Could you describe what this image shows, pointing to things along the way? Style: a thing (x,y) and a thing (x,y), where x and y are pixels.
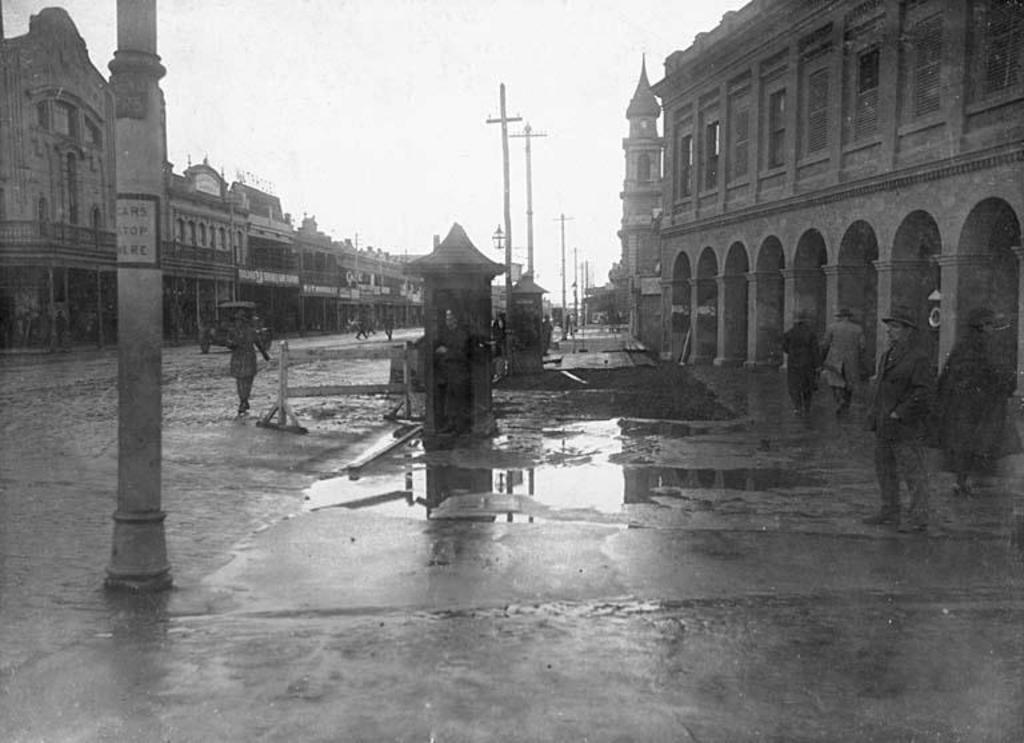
In this image, we can see a road (320,404) in between buildings (738,185). There are some persons (240,360) standing and wearing clothes (254,362). There are poles (125,462) in the middle of the road (226,511). There is a sky (516,127) at the top of the image (413,95).
